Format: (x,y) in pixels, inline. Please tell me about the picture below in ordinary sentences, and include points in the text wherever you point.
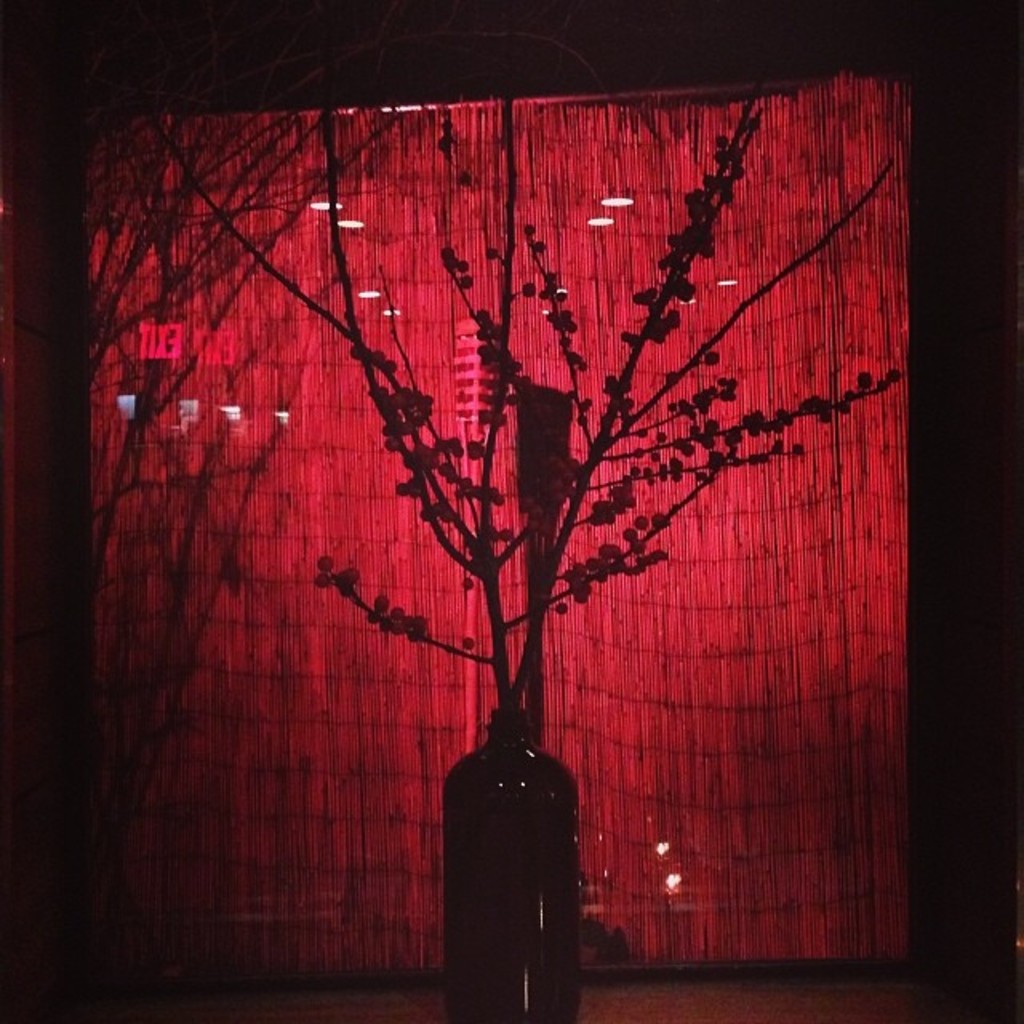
In the middle of the image (464,490), there is a flower vase (480,906) on a surface (758,982). In the background (331,938), there is a red color curtain (752,161) and there are lights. And the background (78,17) is dark in color.
